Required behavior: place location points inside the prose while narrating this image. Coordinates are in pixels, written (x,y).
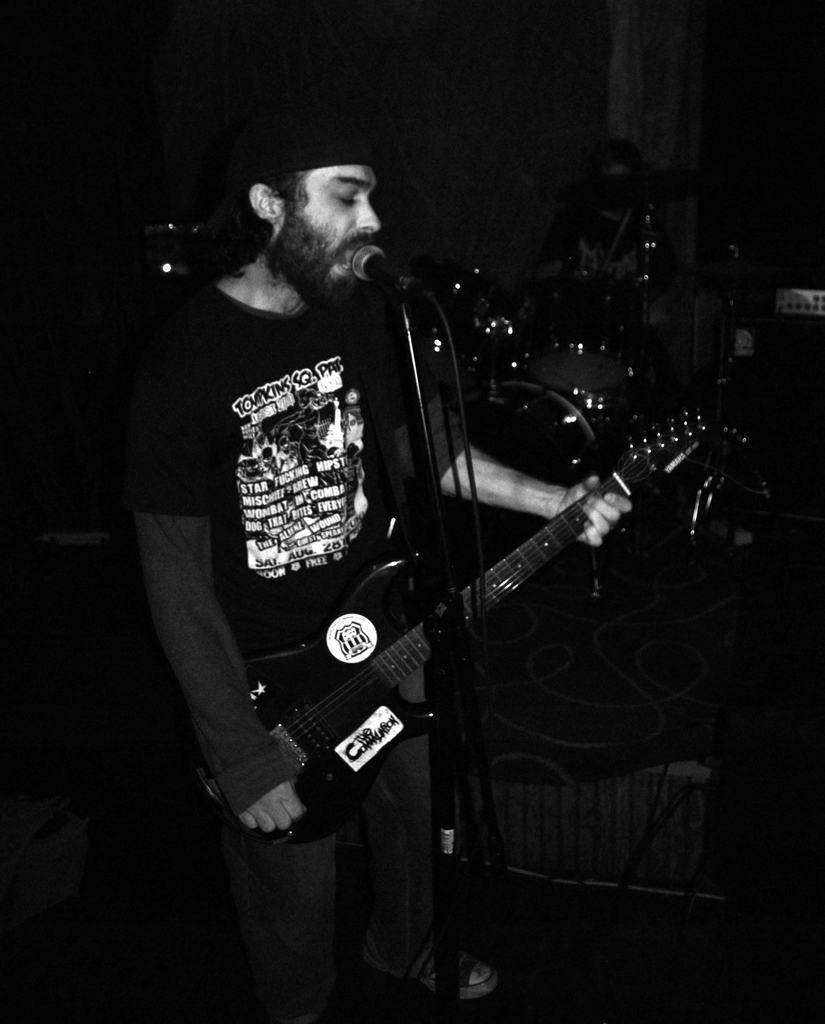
Here we can see a man (365,153) standing and singing and holding a guitar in his hands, and in front here is the microphone (407,299), and at back (644,291) here are the musical drums (635,326).
